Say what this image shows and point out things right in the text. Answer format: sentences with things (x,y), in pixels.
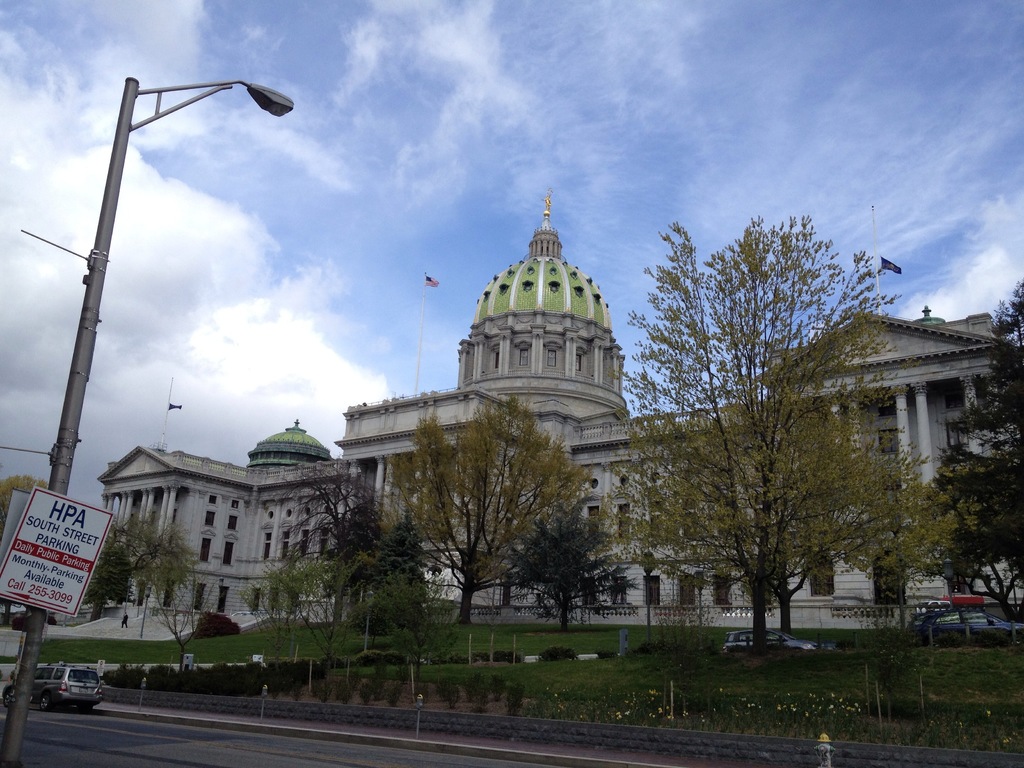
In this image I see a building (312,475) over here and I see 3 flags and I see the road (74,709) and I see 3 cars (749,645) and I see a light pole (37,647) over here on which there is a board (69,557) and there is something written and I see the green grass (252,655), plants (340,700) and the trees (326,619). In the background (227,14) I see the sky (470,170).
